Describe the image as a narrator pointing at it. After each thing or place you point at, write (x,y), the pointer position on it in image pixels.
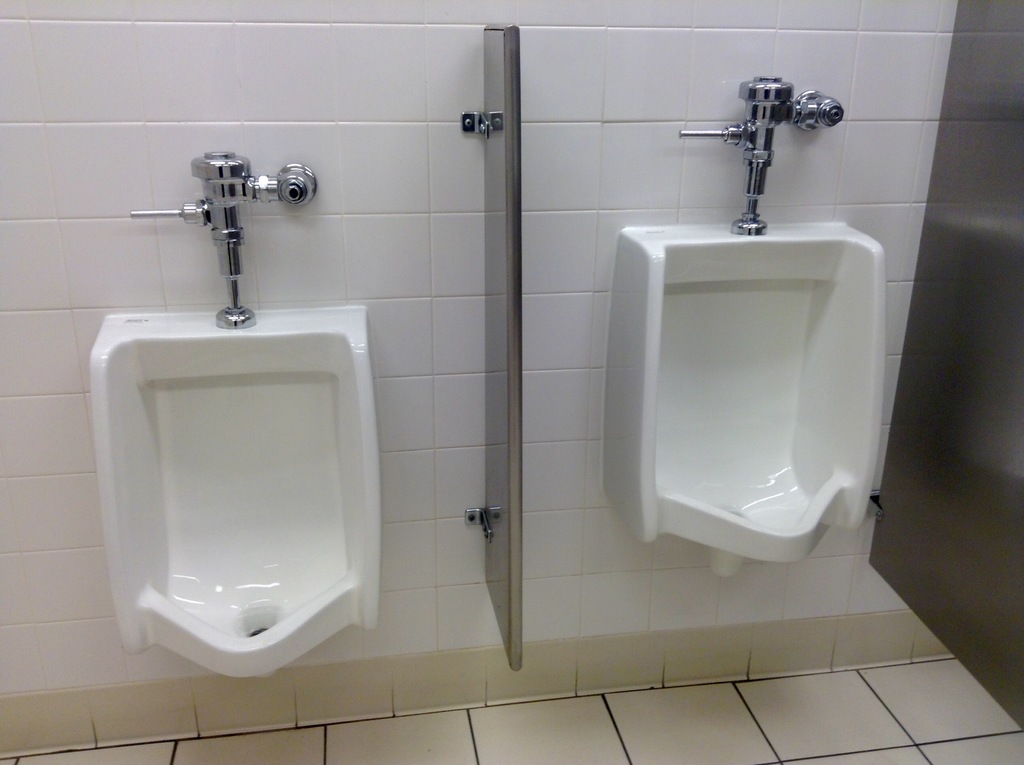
In the image there are two toilet basins (207,381) on the wall (420,122) with a partition (510,47) in the middle (497,282).
